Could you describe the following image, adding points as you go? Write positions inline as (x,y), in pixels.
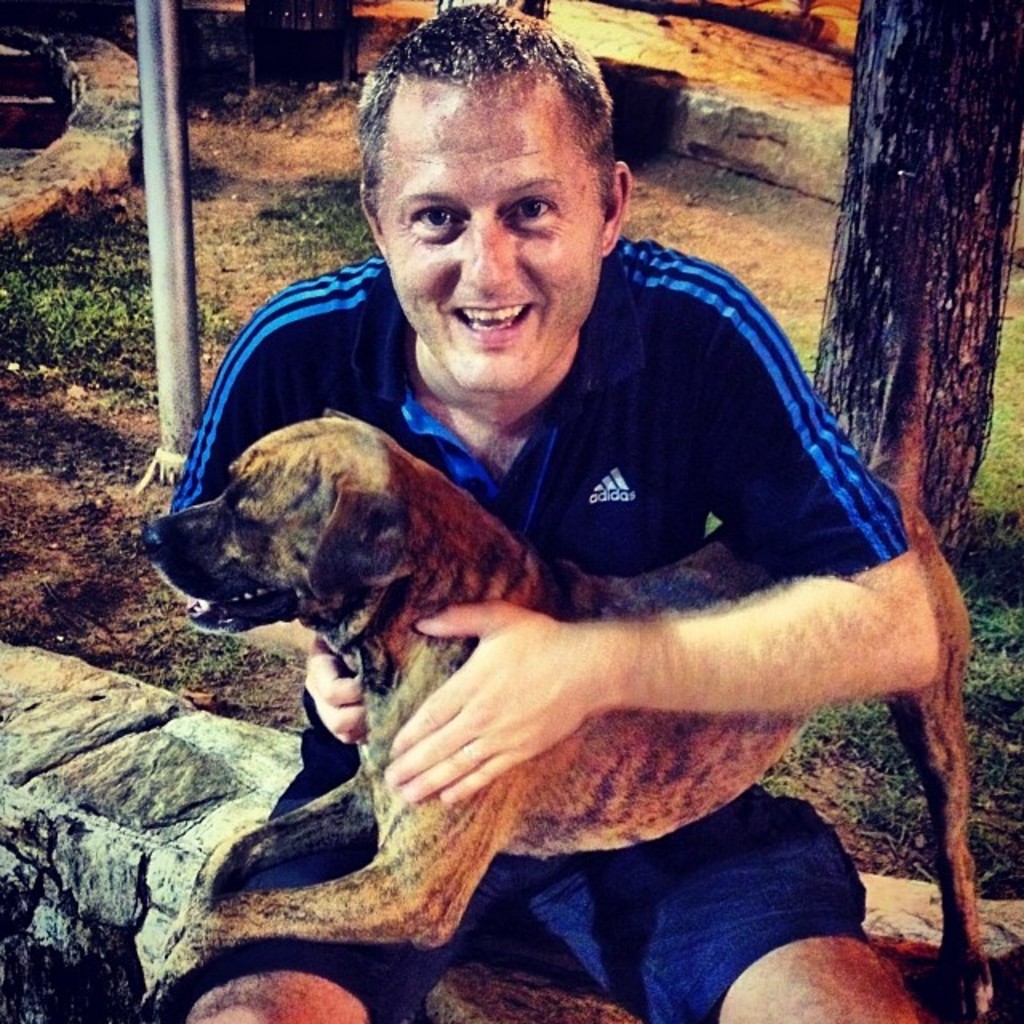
This picture seems to be of outside. In the center (619,407) there is a man (549,369) wearing blue color t-shirt (679,345), smiling and holding a dog (658,773) and sitting. In the background (754,206) we can see the ground (754,206), trunk of a tree (925,97) and a pole (165,63).
